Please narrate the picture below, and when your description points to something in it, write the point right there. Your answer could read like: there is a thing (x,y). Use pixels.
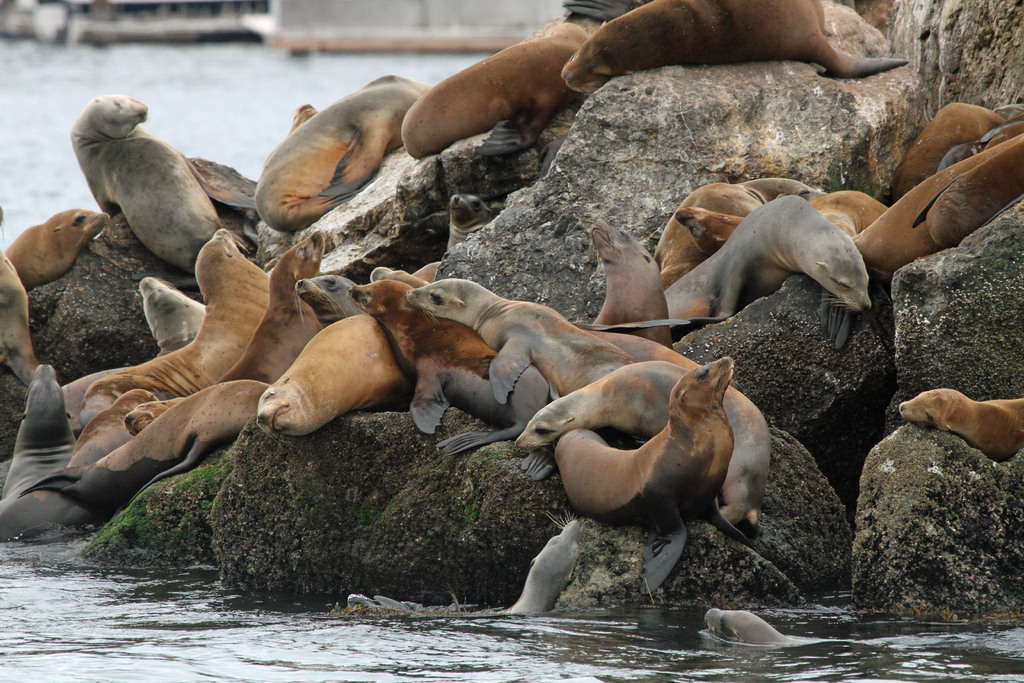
In this picture we can see a few sea lions (326,111) on the rocks (844,105). There is water (161,109). Background (175,109) is blurry.
